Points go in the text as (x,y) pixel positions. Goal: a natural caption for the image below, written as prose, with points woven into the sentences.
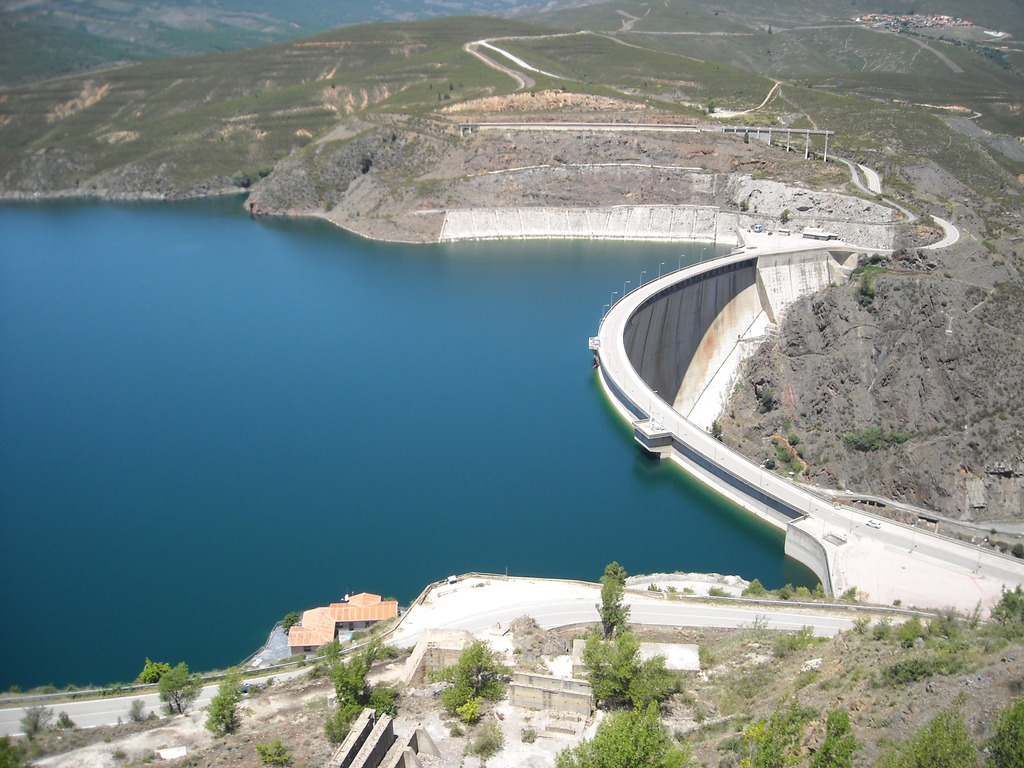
In this image I can see the road (736,466). To the side of the road (606,351) I can see many trees (661,679), house (364,624), mountains (535,118) and the water (201,397). I can see the water (280,452) in blue color.
